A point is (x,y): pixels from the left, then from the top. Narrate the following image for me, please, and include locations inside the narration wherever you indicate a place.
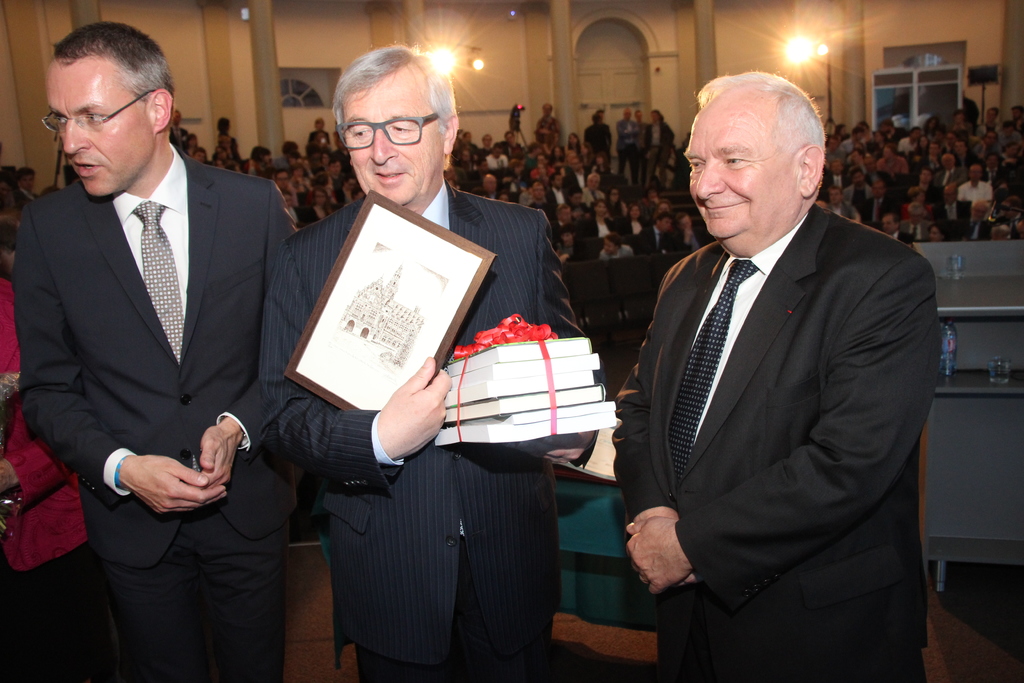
In this picture there are men (800,382) in the center of the image (676,301) and there are other people (937,197) in the background area of the image (930,162), the person (347,503) who is standing in the center of the image (384,407), he is holding a portrait (370,337) and books (582,354) in his hands (420,382).
